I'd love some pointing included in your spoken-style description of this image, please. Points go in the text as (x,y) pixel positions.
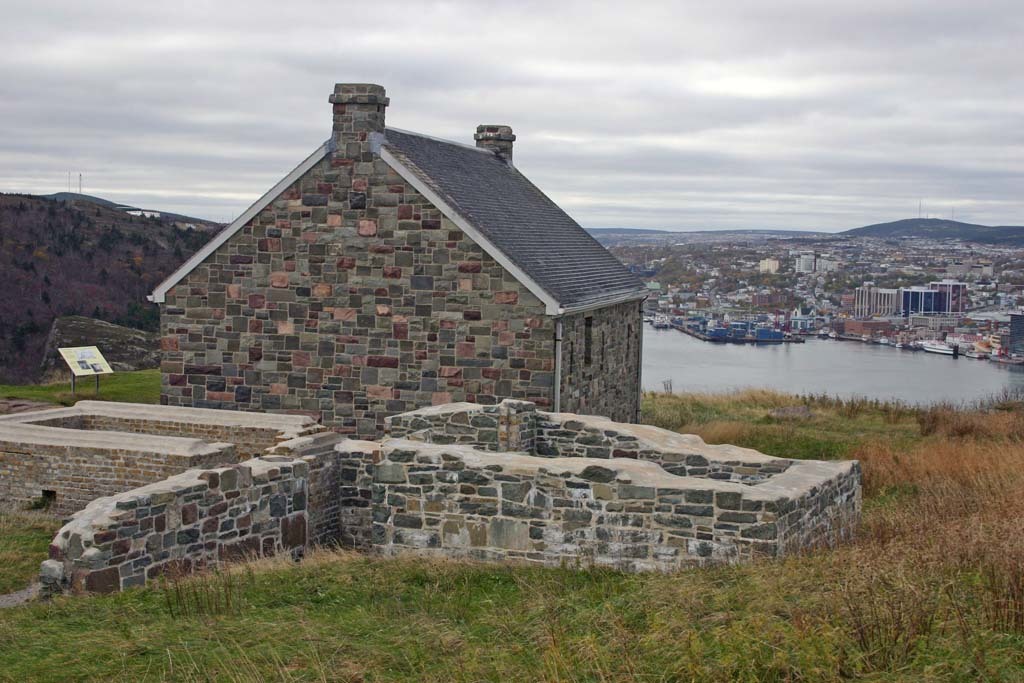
This looks like a house (498,396). I can see a board (106,368), which is attached to the poles (98,385). This is the grass (800,604). This looks like a lake (985,387) with the water (774,354). I can see the view of the city (755,268) with the buildings (890,291). This is the sky (724,65). In the background (894,227), that looks like a hill (929,226).
